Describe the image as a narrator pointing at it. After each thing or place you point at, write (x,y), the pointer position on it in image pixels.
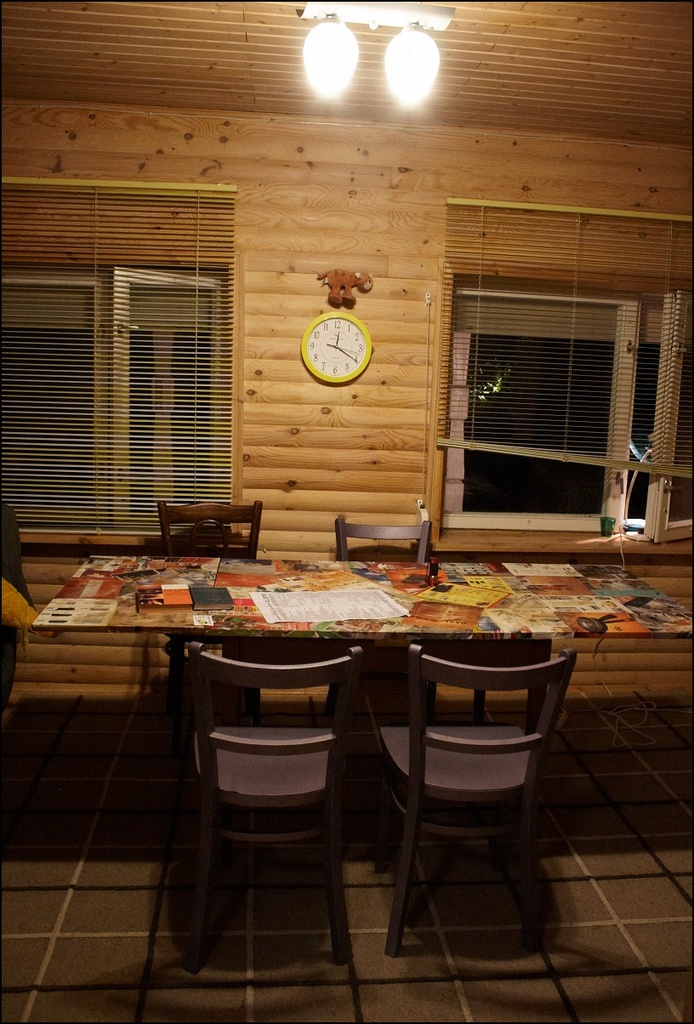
A picture of a room (305,139). On top (314,45) there are lights (397,45). A clock (334,339) is on wall (320,251). We can able to see chairs (178,673) and table (422,625). On this table (191,605) there are books (211,597) and papers (366,591). This is window (556,496).
